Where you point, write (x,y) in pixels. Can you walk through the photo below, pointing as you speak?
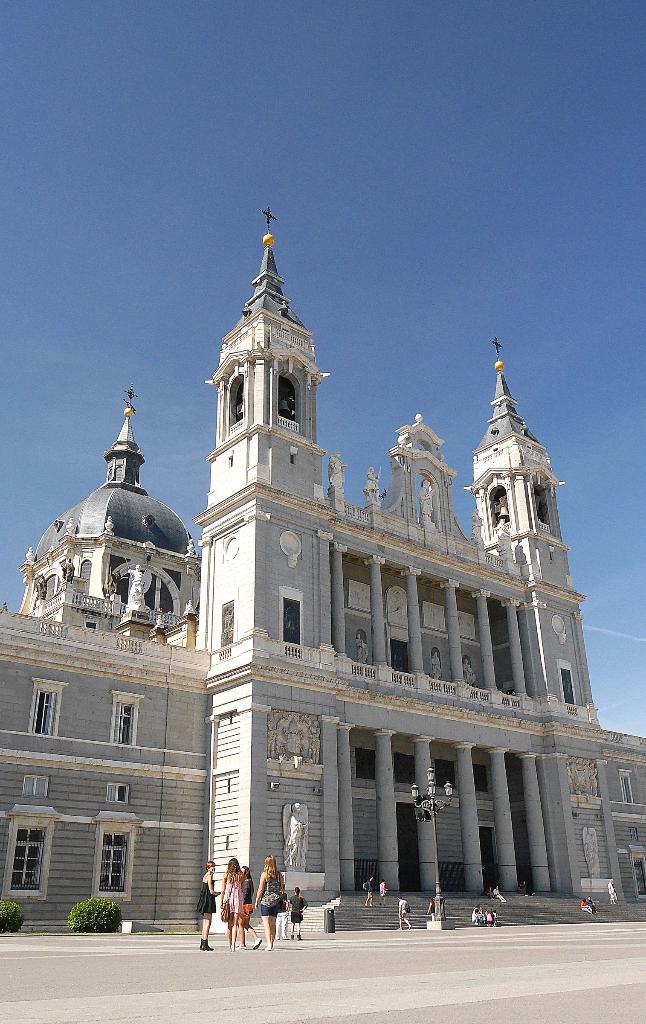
This picture consists of building (502,526) in the middle (349,510), in front of the building (72,715) there are persons (612,886), and a pole (432,799) and lights (443,799) and bushes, on the building (267,558) sculptures (427,479), windows (43,707) visible, in front of building (344,880) there is a staircase (349,902) and road (355,967), at the top (283,151) I can see the sky (411,225).
